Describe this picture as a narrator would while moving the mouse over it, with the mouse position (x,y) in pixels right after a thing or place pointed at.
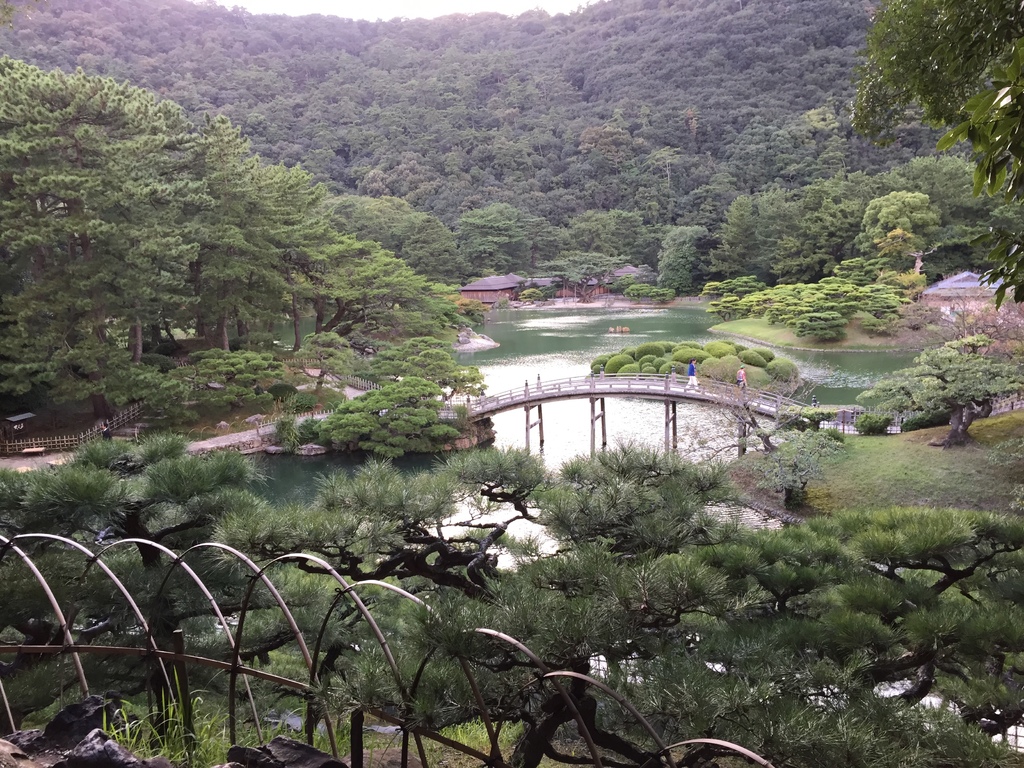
Here there are trees (751,536), this a bridge (668,394) on it people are walking, here there are houses (556,279), this is water (594,355).
